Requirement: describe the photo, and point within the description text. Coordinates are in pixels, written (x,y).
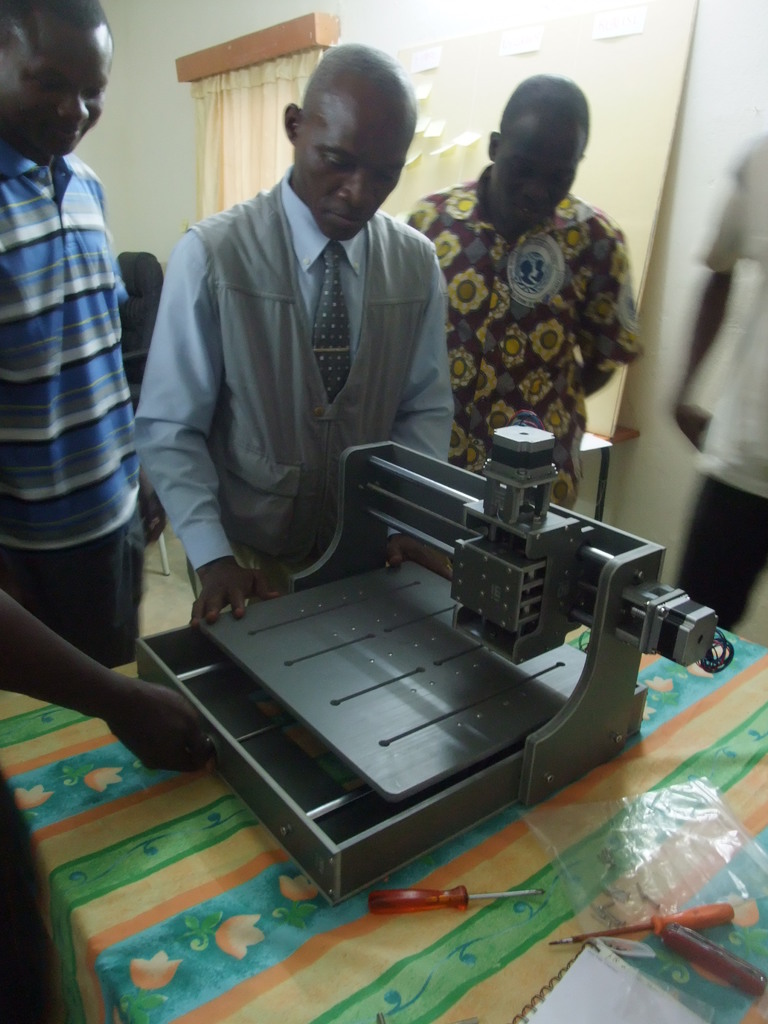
In this picture there are people (339,462) and we can see machine (318,631), tools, cover (666,859) and book (542,1009) on the table (160,782). In the background of the image (164,85) we can see wall (164,94), curtain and stickers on the board (595,135).
